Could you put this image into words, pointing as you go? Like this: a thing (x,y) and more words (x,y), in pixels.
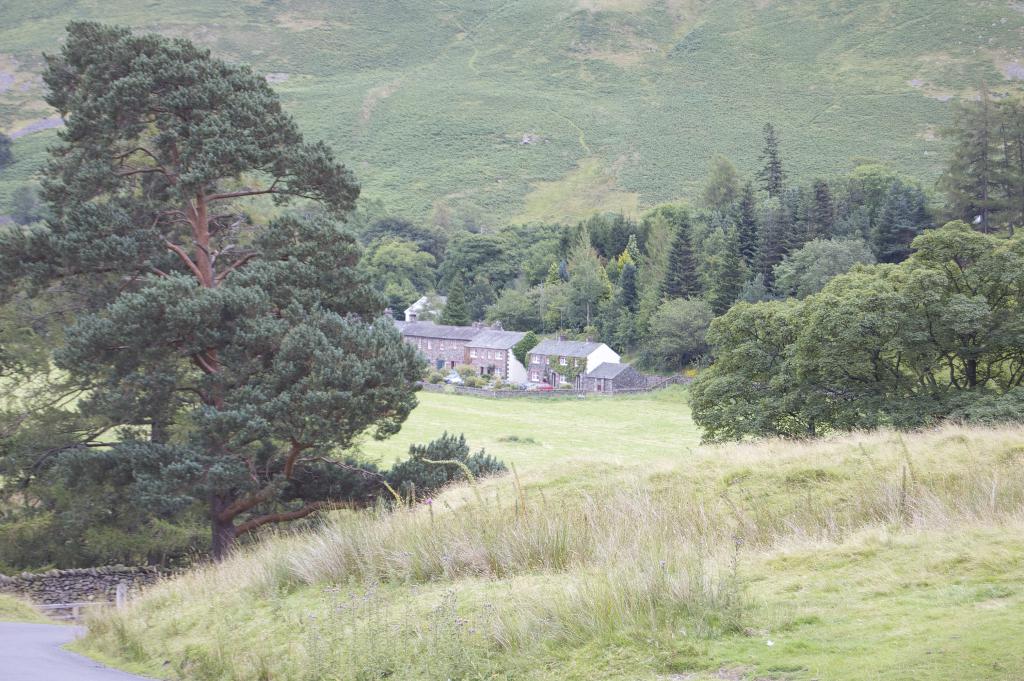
In this picture we can see grass (726,537), trees (57,468) and buildings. In the background of the image (326,84) we can see hill (377,19).
